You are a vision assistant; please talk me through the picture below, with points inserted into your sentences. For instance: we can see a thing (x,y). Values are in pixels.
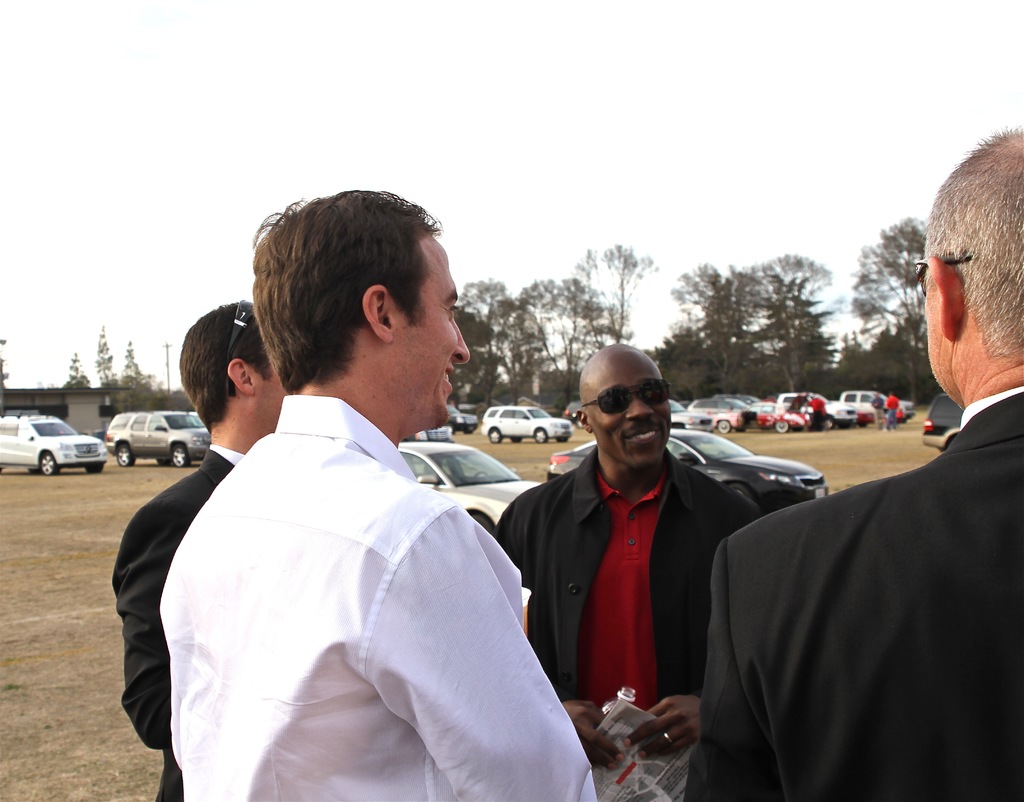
This picture shows few people (389,422) standing and we see a man (614,405) wore sunglasses (623,397) on his face (647,463) and we see cars (520,477) parked and few trees (499,341) and a house (58,390) and we see a cloudy Sky (498,54).
